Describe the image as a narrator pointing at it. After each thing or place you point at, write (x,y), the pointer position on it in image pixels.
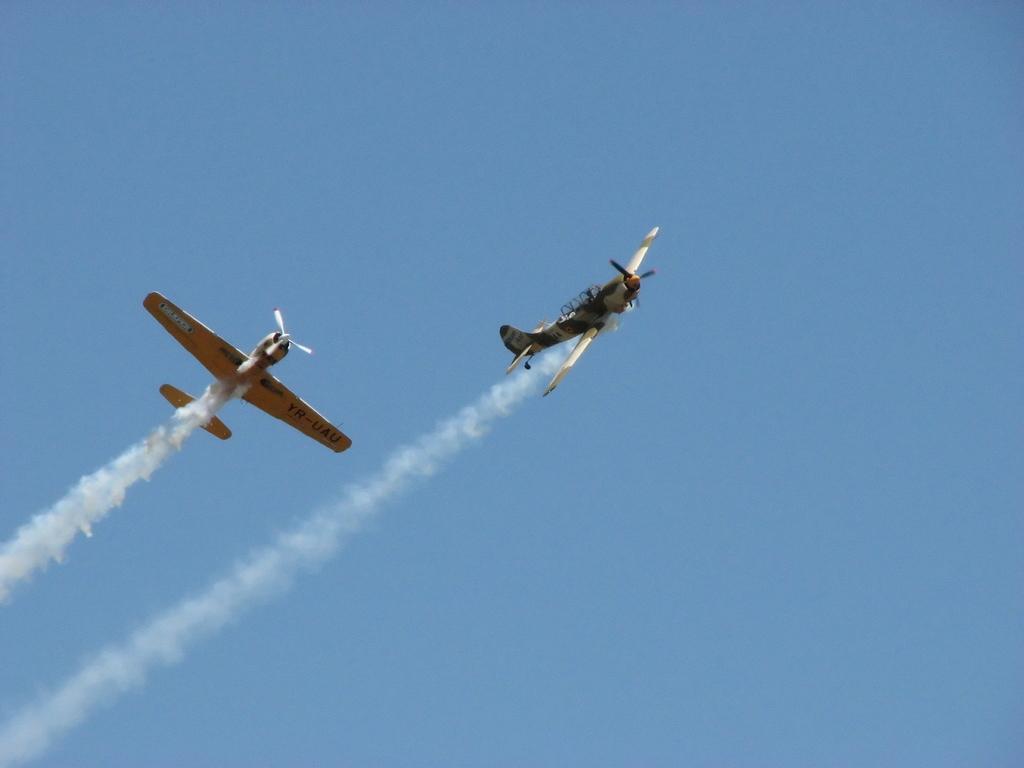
In this image there are two airplanes (641,252) in the sky (283,445).
